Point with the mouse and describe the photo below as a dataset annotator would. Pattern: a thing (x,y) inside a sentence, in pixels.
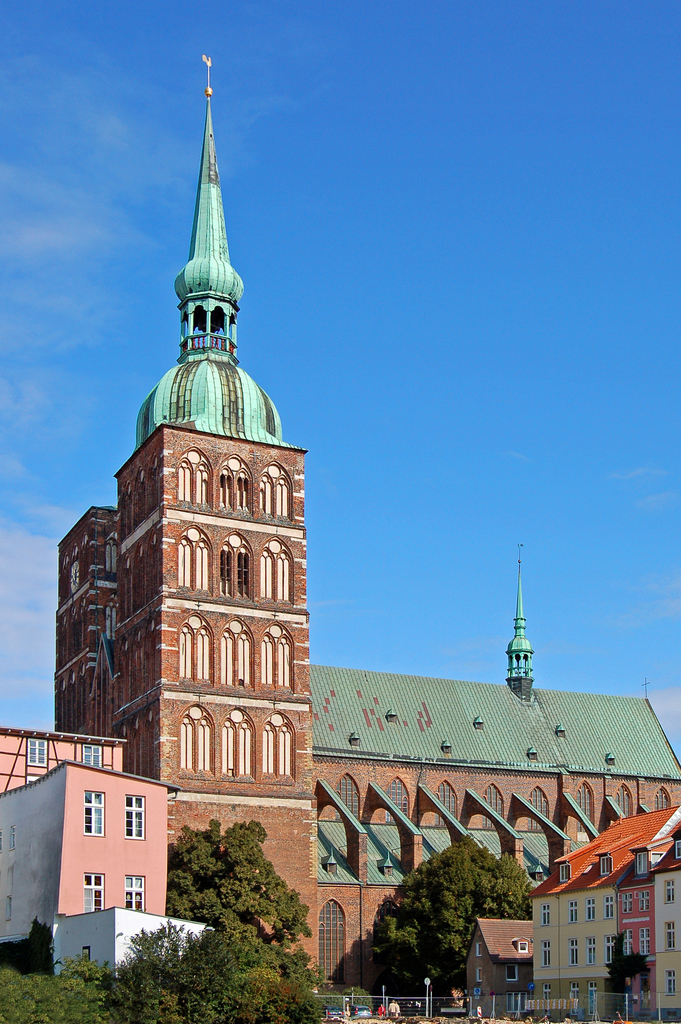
As we can see in the image there are buildings (350,907), trees (120,1009), grass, few people (391,1009) here and there and sky (499,239).
